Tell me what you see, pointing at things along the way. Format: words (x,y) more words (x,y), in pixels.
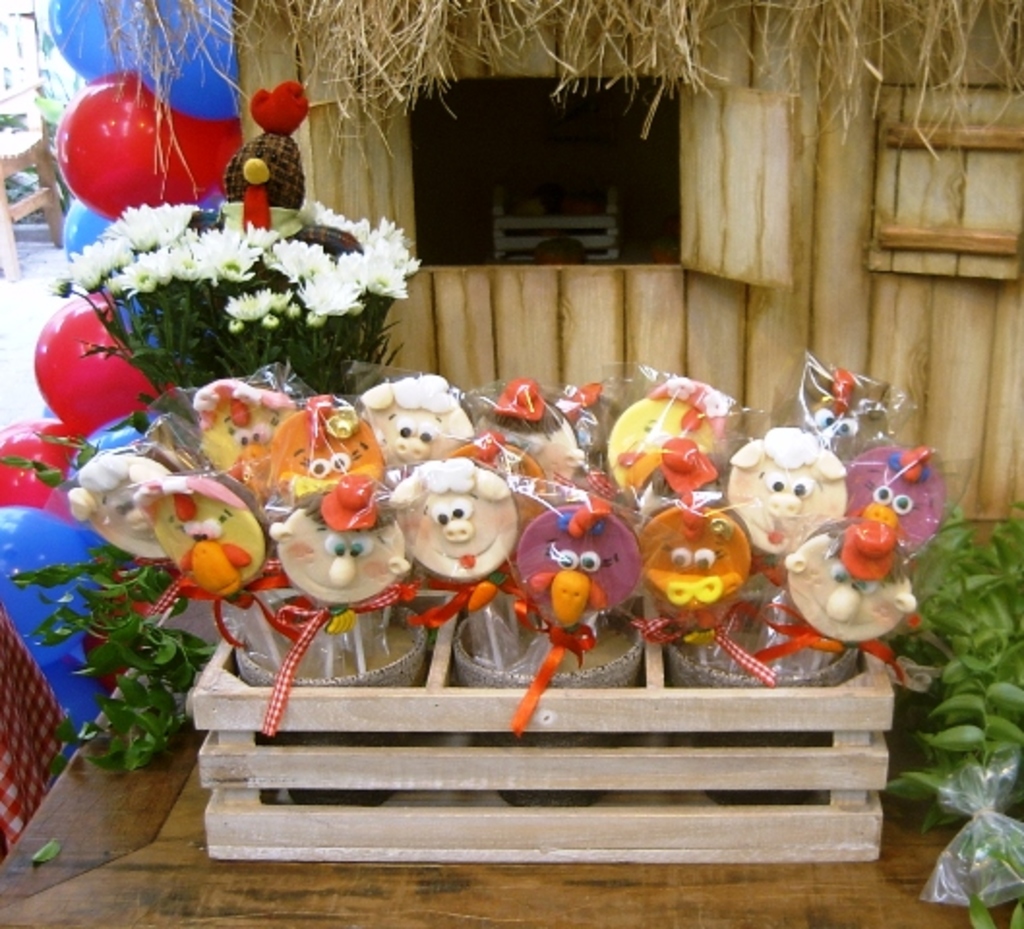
In this image I can see few colorful candies (557,456), plants (983,709), bouquet (173,213), red and blue balloons (135,102) and wooden box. Candies (396,496) are on the brown surface (433,882).
